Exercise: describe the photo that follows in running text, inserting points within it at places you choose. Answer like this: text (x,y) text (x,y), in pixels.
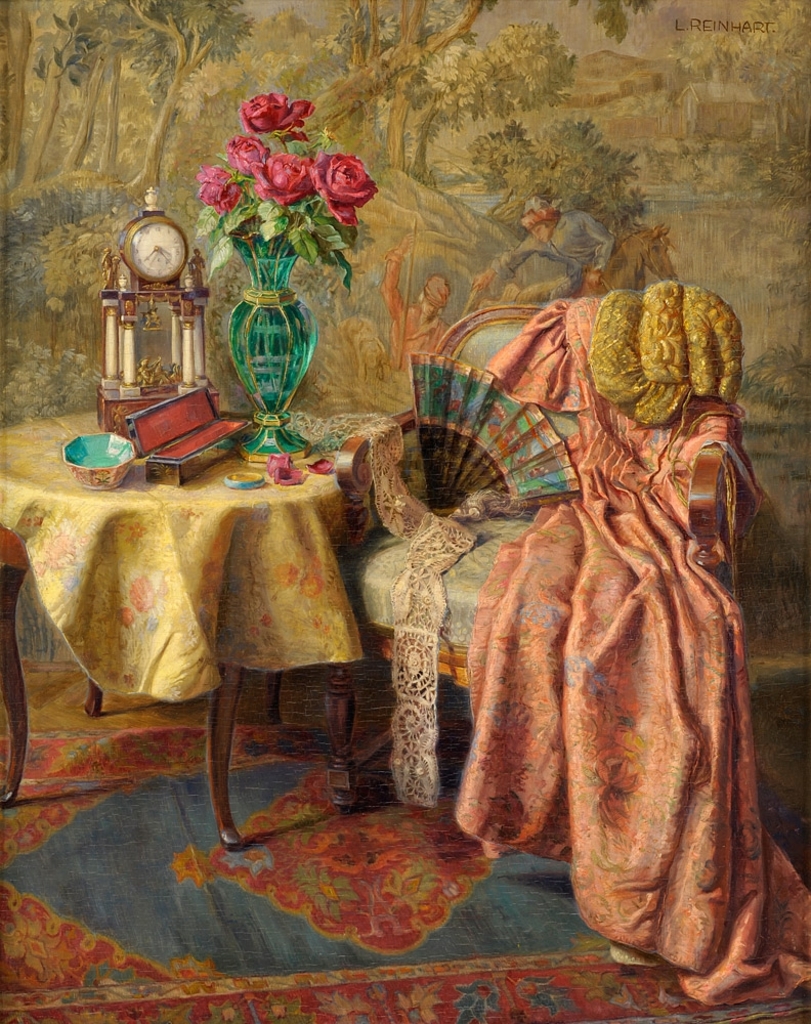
This image is taken indoors. At the bottom of the image (373,958) there is a mat (81,785) on the floor (163,801). In the background (77,344) there is a wall (151,145) with a few paintings (488,225) on it. On the left side of the image (152,537) there is a table (138,621) with a table cloth (155,570), a flower vase (261,453) with flowers (245,184), a box (198,417), a clock (175,332), a bowl (121,456) and a few things (256,475) on it. On the right side of the image (589,507) there is a chair (460,598) and there are a few clothes (490,600) on the chair (472,335).
